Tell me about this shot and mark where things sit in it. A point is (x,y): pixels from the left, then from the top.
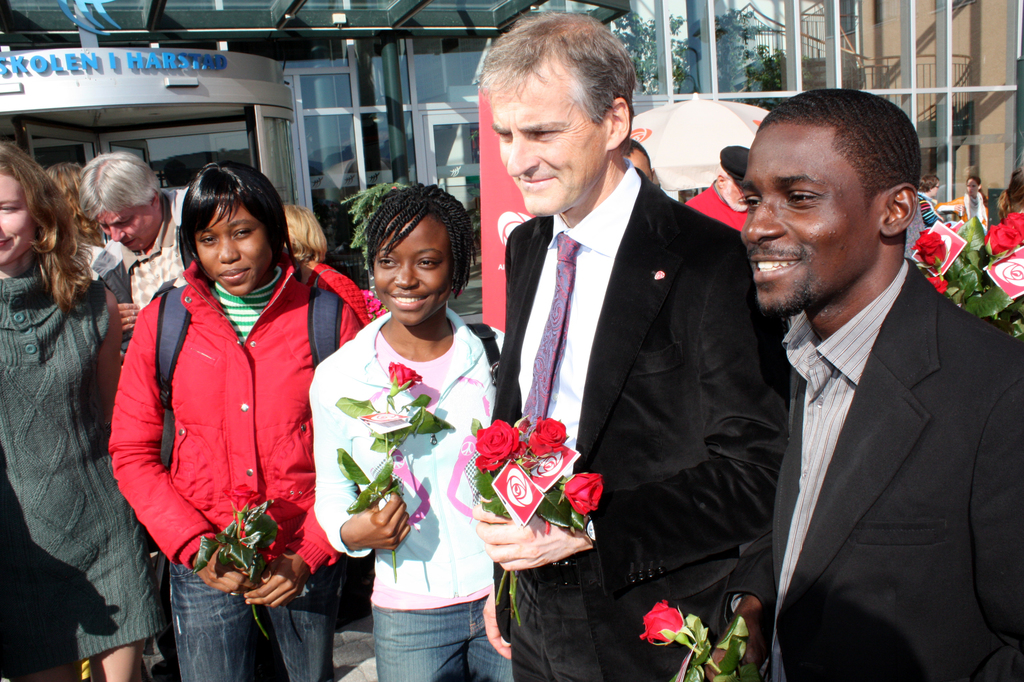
In front of the image there are people (954,370) holding the red flowers (515,599). Behind them there is a tent (675,116). There is a banner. In the background of the image (951,26) there are buildings (874,91).
